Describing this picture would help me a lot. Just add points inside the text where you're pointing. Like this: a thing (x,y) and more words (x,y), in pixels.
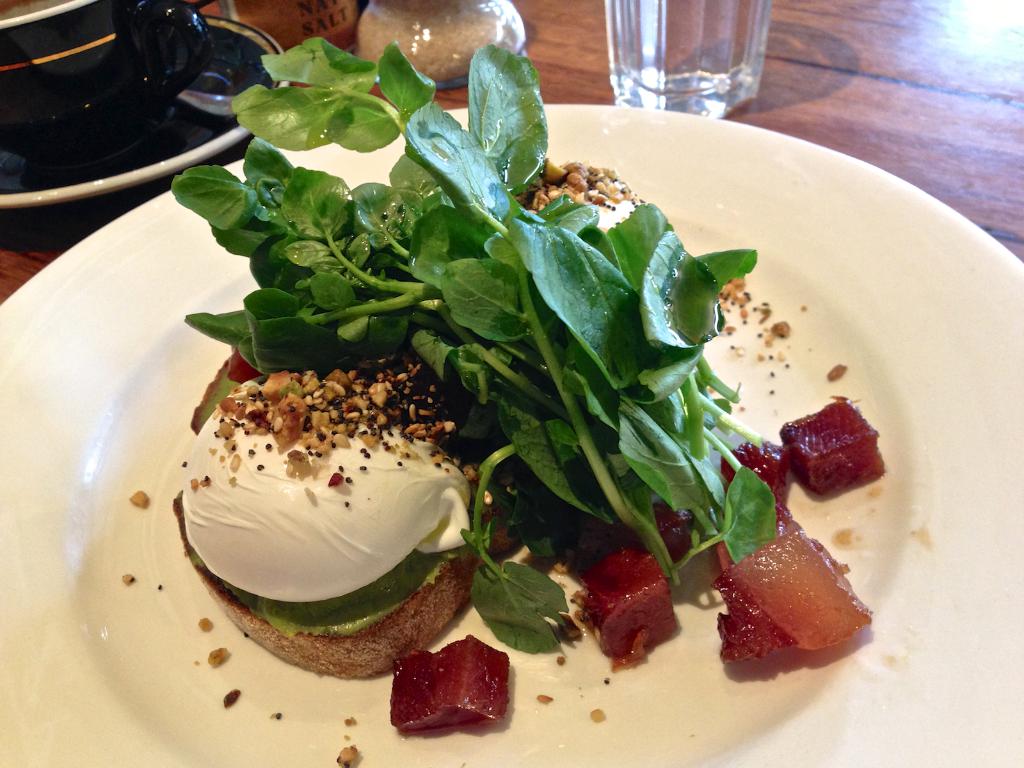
In this image we can see the table (851,58), on the table (838,57) there are plates (141,460), in that plate (217,626), we can see some food items (350,258) and on the other plate (188,127) there is the cup (102,66) and spoon (227,100). And there is the glass (645,45) and a few objects (431,43).
